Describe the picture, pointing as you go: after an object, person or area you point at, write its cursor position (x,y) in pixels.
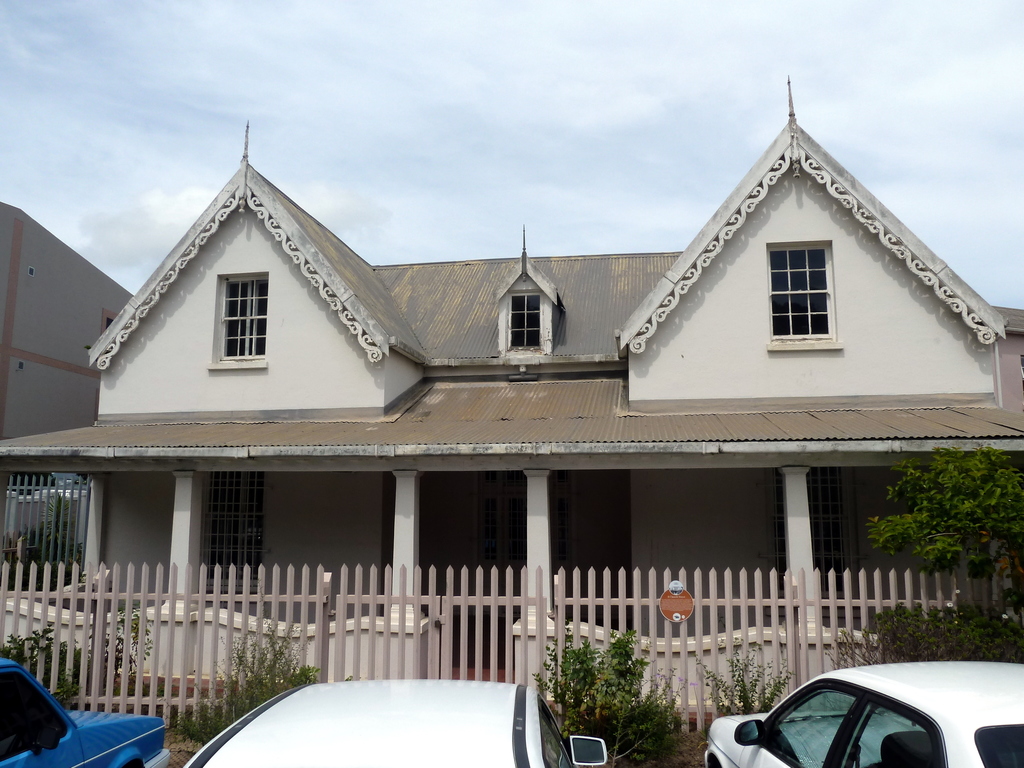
In this picture we can see vehicles (587,763), here we can see a fence (701,651), plants (614,716), trees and some objects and in the background (500,233) we can see buildings (678,465), sky (658,112).
